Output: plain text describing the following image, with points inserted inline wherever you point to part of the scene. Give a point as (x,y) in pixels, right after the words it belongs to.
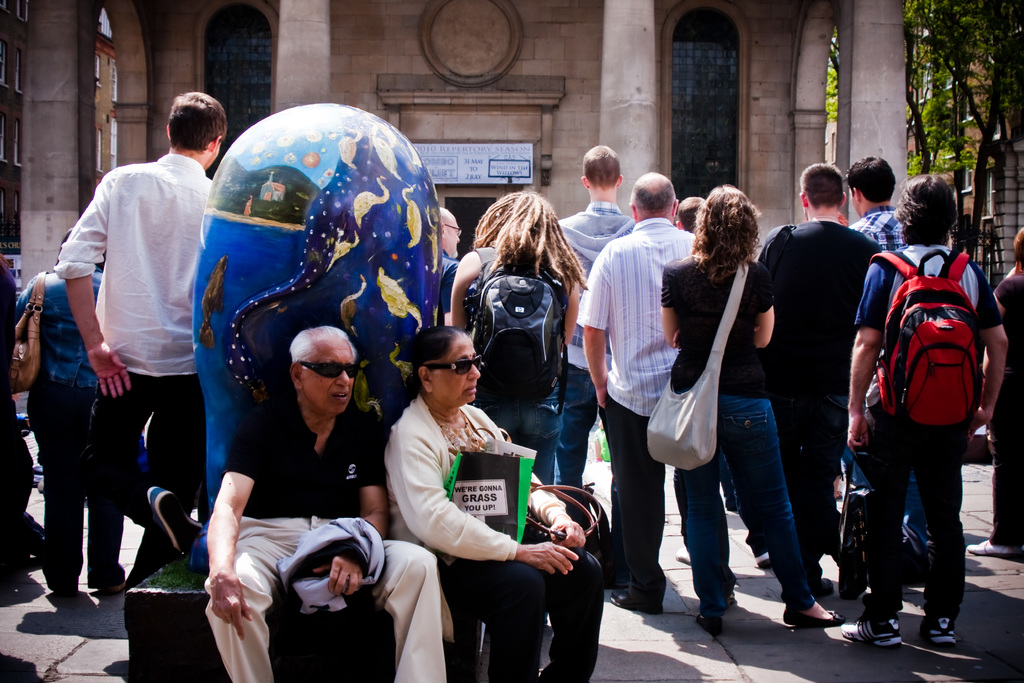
In the image there is a building (590,106) and a group of people (117,297) were standing in front of the building (792,68), on the right side (929,113) there are some trees (959,134) and behind the people (174,435) two old people (411,499) were sitting on rock (469,654) behind some object (342,148).
